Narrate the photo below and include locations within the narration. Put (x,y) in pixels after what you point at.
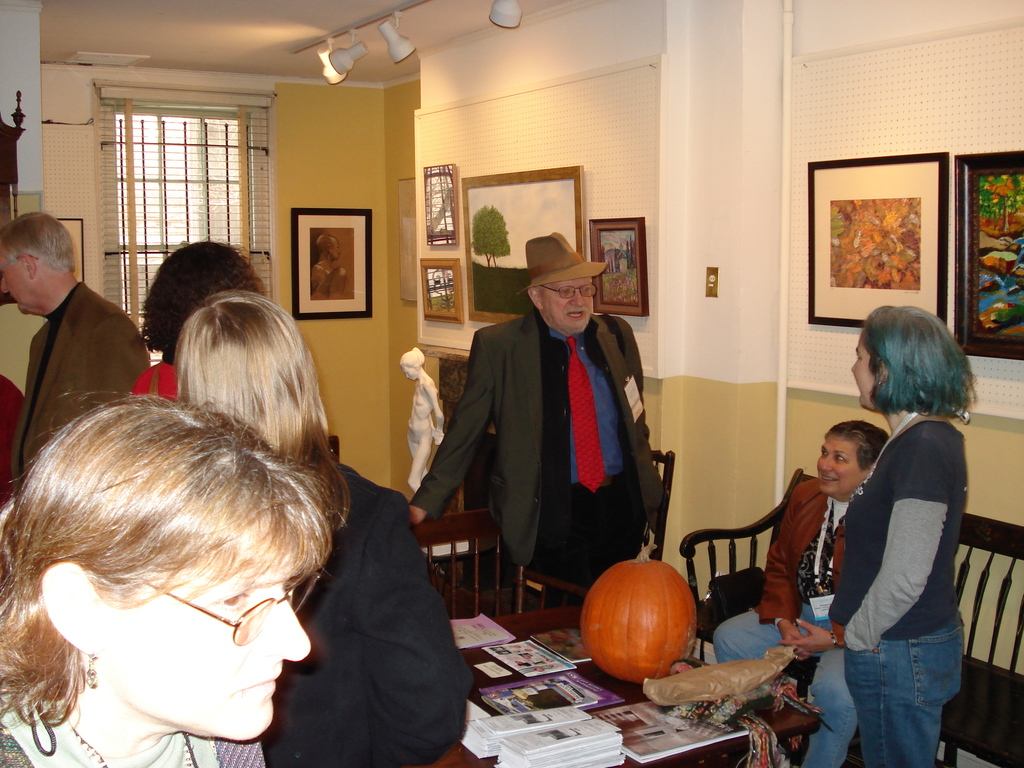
In this image we can see many people (156,422). There is a table (496,660). On the table (533,625) there are books (542,691), pumpkin (647,609) and some other items (672,679). There is a person (559,425) wearing hat (560,266) and specs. Also we can see a bench (1001,610) and chair (520,568). In the back (425,388) there is a statue (426,411). And we can see walls (421,238) with photo frames (606,221). On the ceiling (369,42) there are lights (351,40). And there are photo frames (350,217) on the wall (281,114). In the back (212,139) there is a window (207,177).
